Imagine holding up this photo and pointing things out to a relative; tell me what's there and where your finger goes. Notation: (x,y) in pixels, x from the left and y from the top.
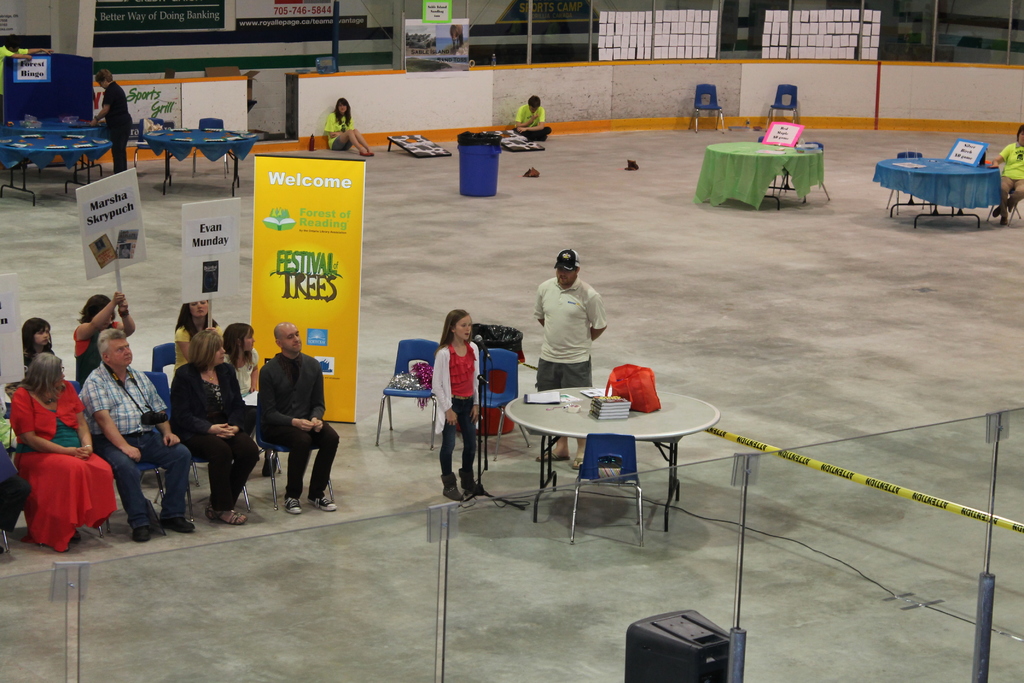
In this image there are group of people (198,388) who are sitting on a chair (149,378) and holding a placard (118,268). In the middle (555,423) there is a table (565,423) and a chair (624,477) and on the table (610,421) there are bag (638,403) and books (595,413). In the background (342,114) there are two people (541,120) sitting on the floor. To the right side (886,175) there is a table (946,175) on which there is a card (977,148) kept on it. To the left side (125,122) there is a person (104,115) who is working on the table (67,131). In the middle (502,347) there is a dustbin (493,330).
